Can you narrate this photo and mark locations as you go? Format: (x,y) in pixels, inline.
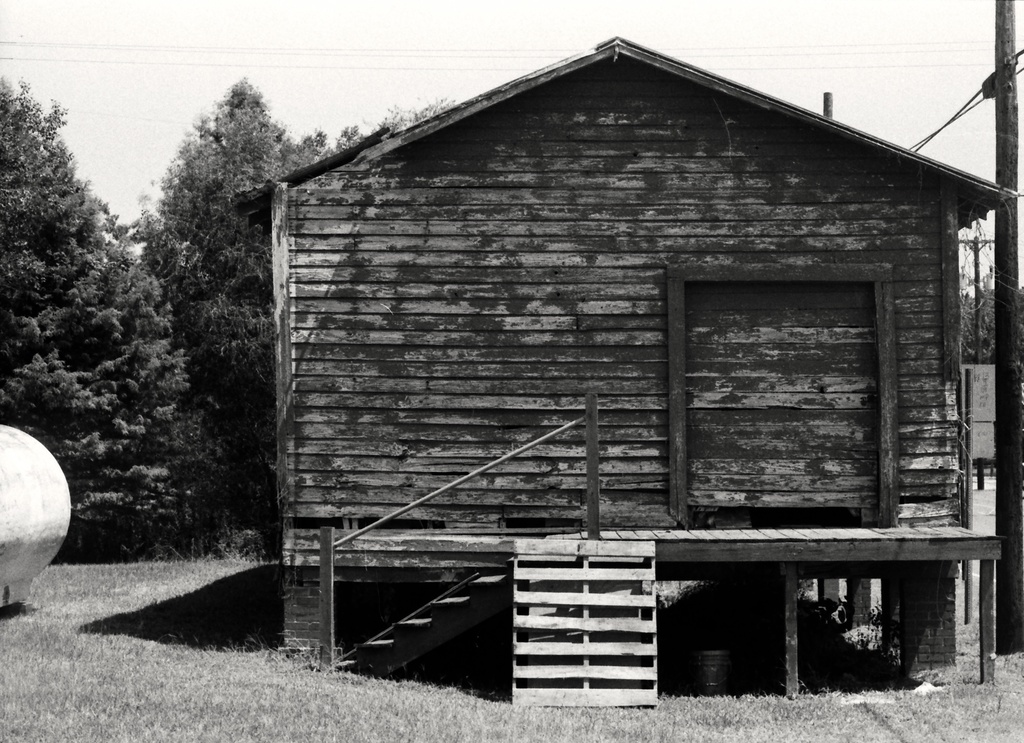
This is a black and white image. In this image there is a building (656,379) with woods (538,400). On the ground (238,636) there is grass (412,734). In the background (174,274) there are trees (223,168) and sky (456,29).
